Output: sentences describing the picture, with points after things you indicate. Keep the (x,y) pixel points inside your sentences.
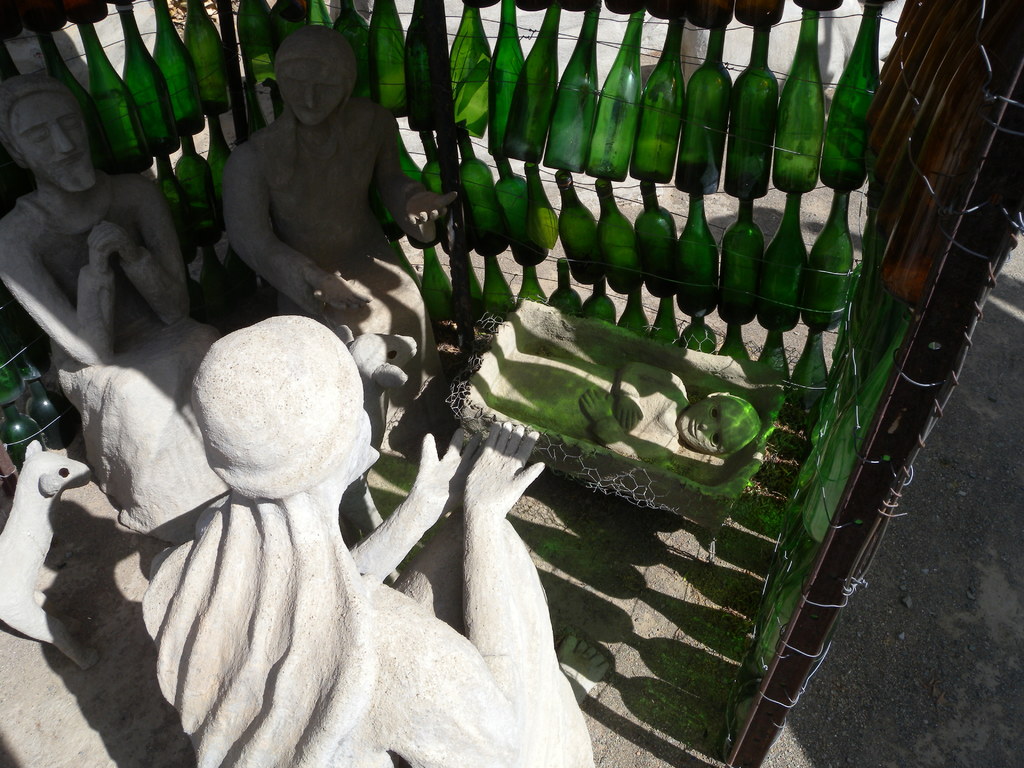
In this picture we can see sculptures (335,171) in the front (375,155), there are some bottles (812,143) in the middle (504,309).
